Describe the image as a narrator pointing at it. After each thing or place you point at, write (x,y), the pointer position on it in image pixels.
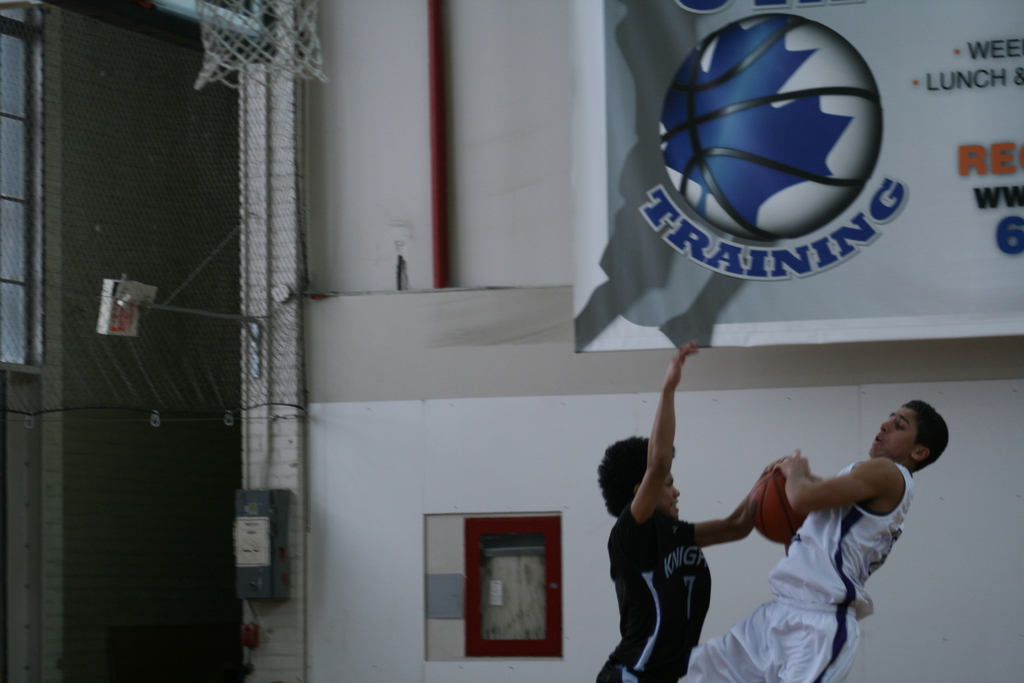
In this image we can see this two persons (656,553) are holding a ball (786,527) in their hands (748,500). In the background (950,143) we can see a banner (784,136) and a net (288,59).
